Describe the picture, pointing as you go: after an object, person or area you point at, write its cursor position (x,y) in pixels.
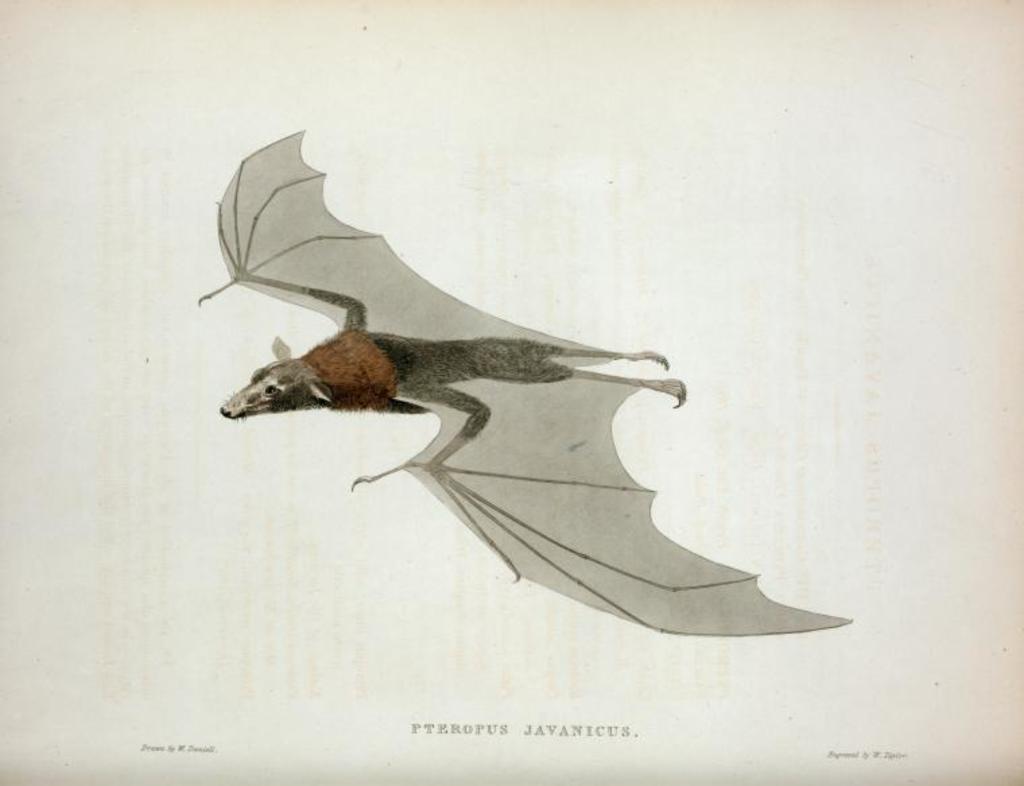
In this image we can see the picture of a bat (478,351). At the bottom of the image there is the text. The background of the image (994,748) is white.
